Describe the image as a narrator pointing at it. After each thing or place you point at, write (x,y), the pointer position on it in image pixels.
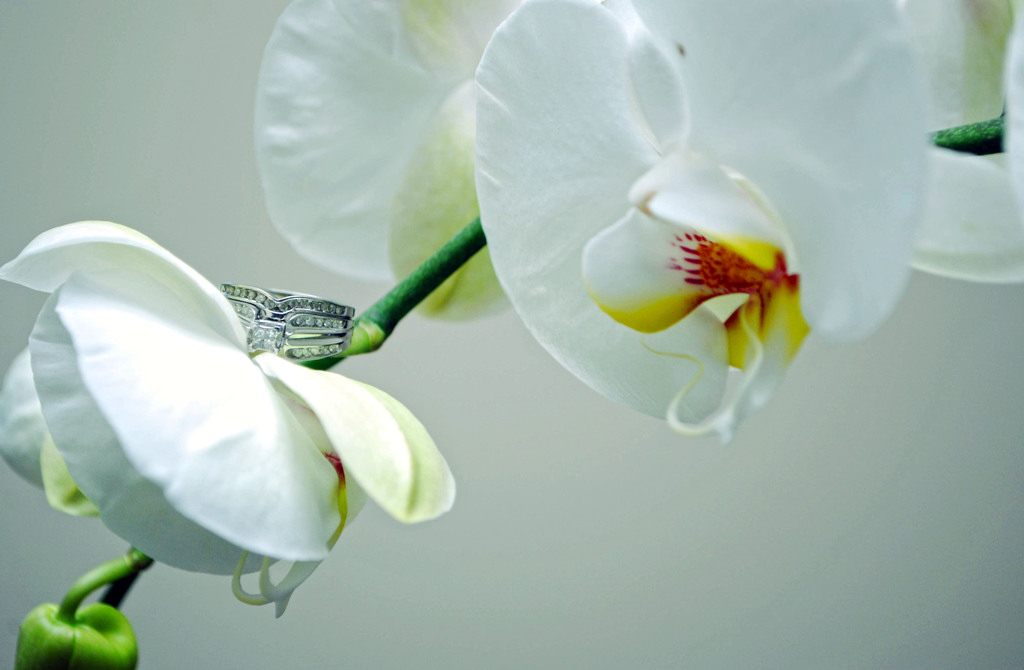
In this image there are white flowers (302,385), there is a ring (294,327), there is a white background (135,101) behind the flowers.
